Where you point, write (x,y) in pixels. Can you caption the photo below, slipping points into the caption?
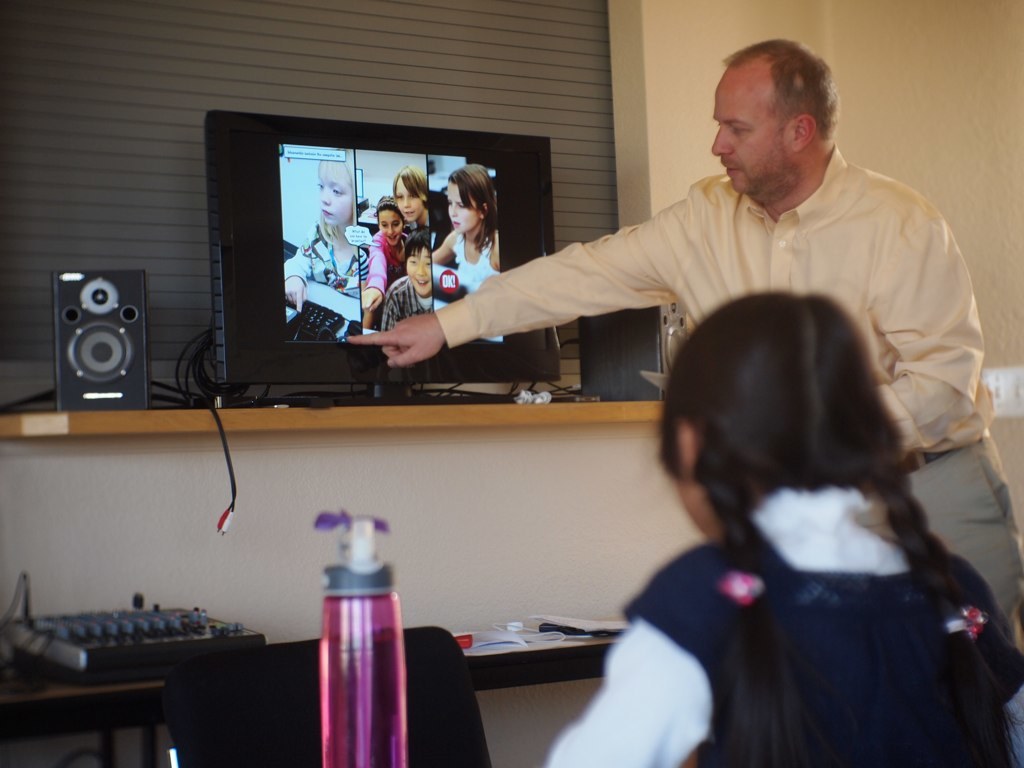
It is a picture there are total two people (798,424) in the picture a kid (745,519) and a man (927,396) there is a television (449,282), a man (881,336) is explaining something from the television (364,236), beside the television (324,325) there is speaker (114,348) and there is also a music system (69,636), to the left side of the kid (654,719) there is a bottle (364,730), in the background (953,63) there is a wall (969,70).
